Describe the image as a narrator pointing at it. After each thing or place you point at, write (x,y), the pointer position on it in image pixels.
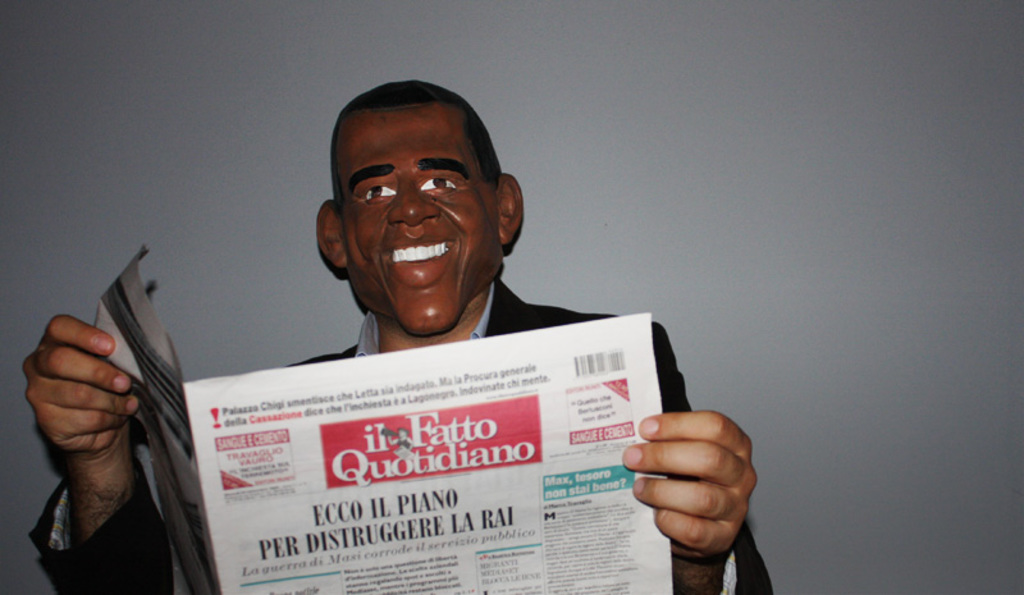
This image is taken indoors. In the background (598,192) there is a wall (219,217). In the middle of the image (454,224) there is a man (139,483) with a face mask (402,216) and he is reading a newspaper (446,489).
